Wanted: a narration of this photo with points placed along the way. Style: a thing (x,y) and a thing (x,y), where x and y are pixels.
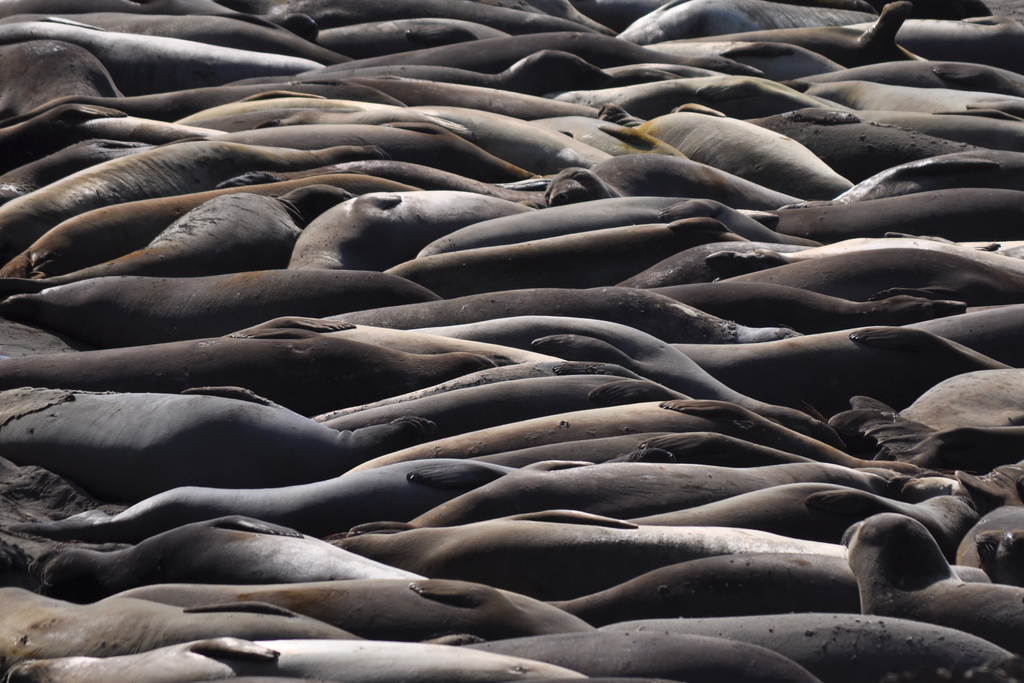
In this image there are a number of seals (545,391).
